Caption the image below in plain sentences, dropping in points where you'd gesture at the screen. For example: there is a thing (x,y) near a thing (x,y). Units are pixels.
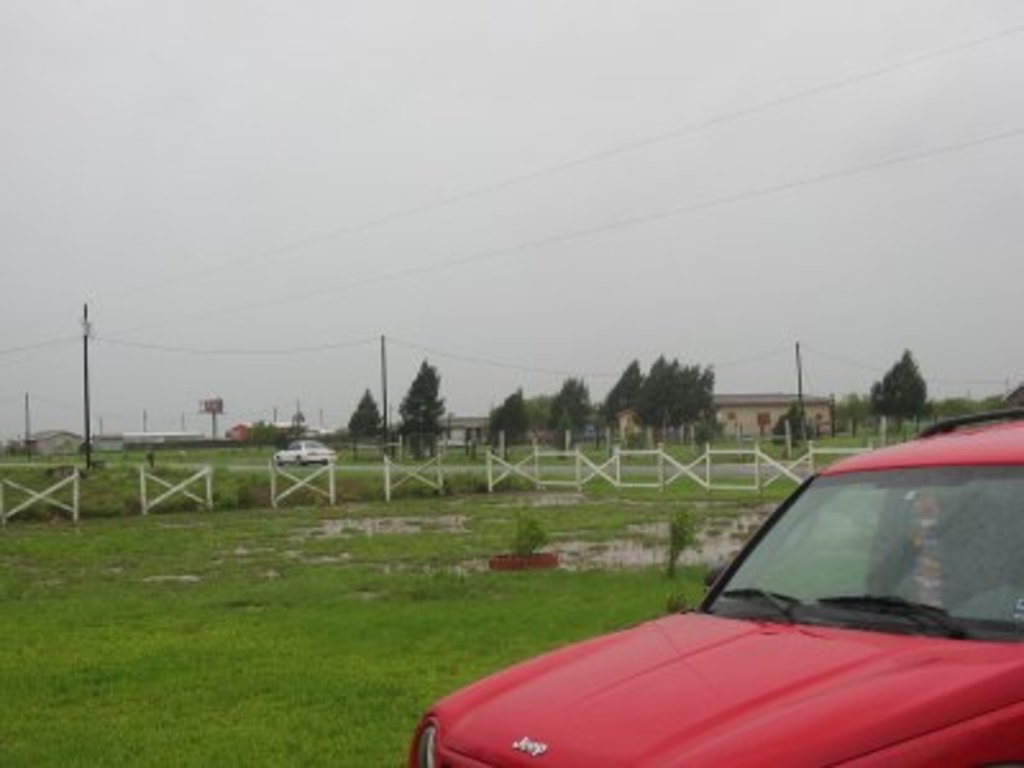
In the picture we can see red color car (661,668) which is parked, there is wooden fencing (75,505), in the background of the picture (317,462) there is a car (327,453) which is moving on road (366,468), there are some trees (261,440) and houses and top of the picture (443,163) there are some wires (425,208) and there is cloudy sky (627,181).
